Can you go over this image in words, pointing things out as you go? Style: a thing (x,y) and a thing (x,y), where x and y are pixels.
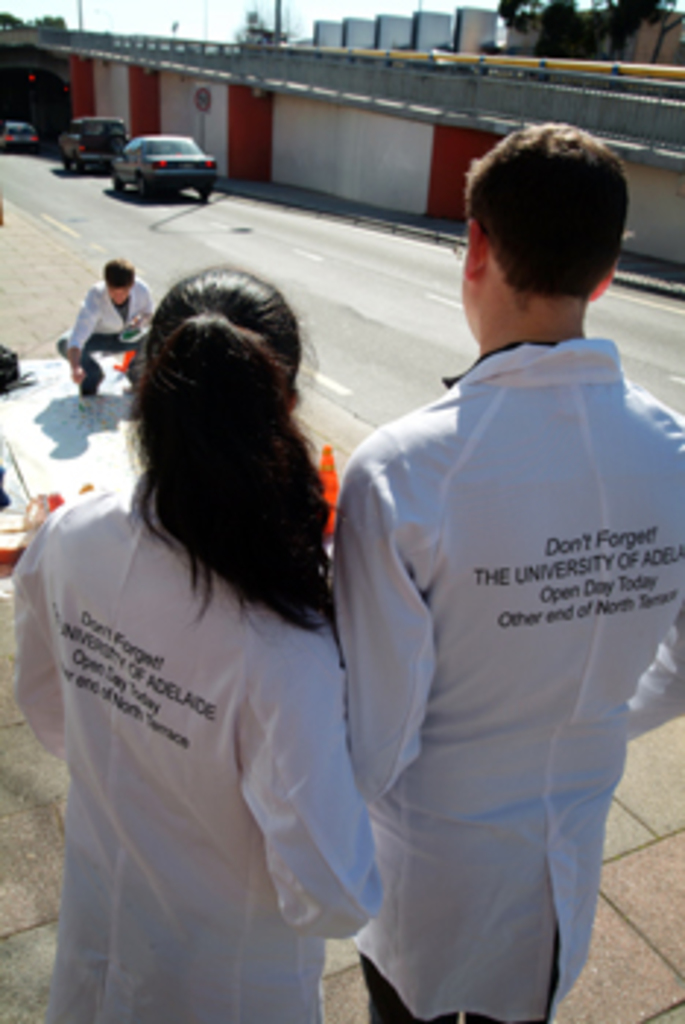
This is an outside view. Here I can see a women (238,507) and a man (519,575) are wearing white color jackets (336,870), standing on the ground (624,970) facing towards the back side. On the left side (48,443) there is a board (35,434) on the ground (21,824). On the board (28,403) a person (85,332) is sitting. In the background (172,173) there are few cars (122,169) on the road (321,273). Beside the road (356,264) there is a wall (291,120). At the top of the image (532,26) I can see few trees (556,18) and buildings (368,24).
